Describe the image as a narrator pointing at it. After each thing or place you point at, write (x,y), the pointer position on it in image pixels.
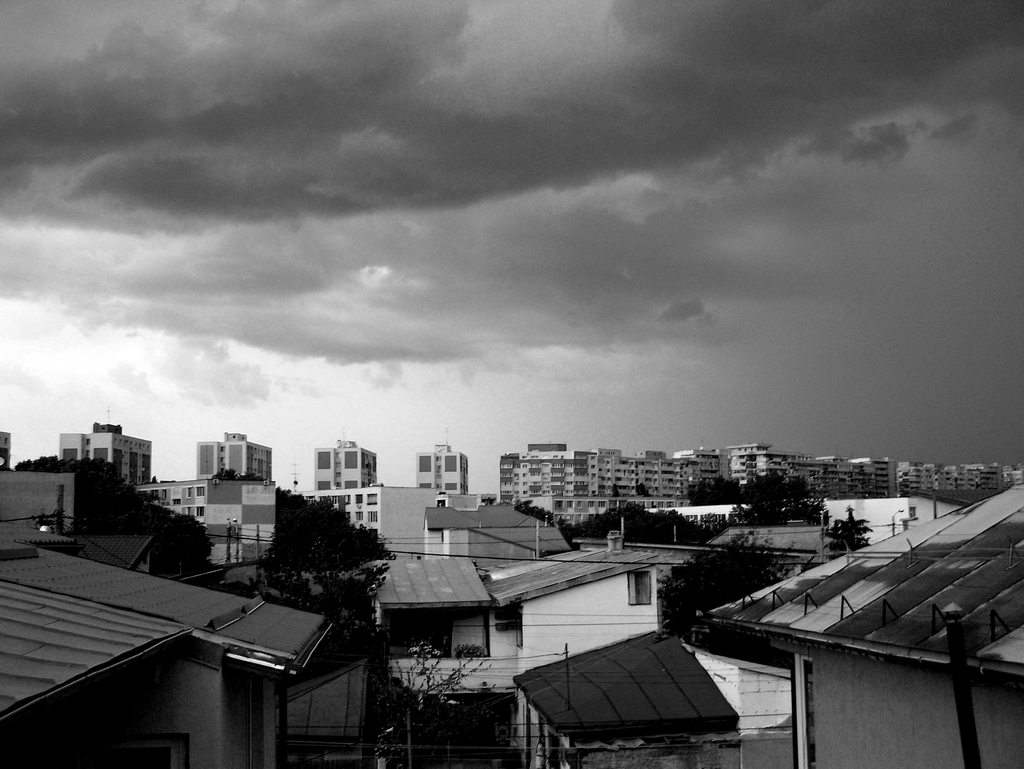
This is a black and white image. We can see some buildings (713,671) and poles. There are a few trees (795,512) and wires (643,615). We can see the sky (522,92) with clouds (384,374).
